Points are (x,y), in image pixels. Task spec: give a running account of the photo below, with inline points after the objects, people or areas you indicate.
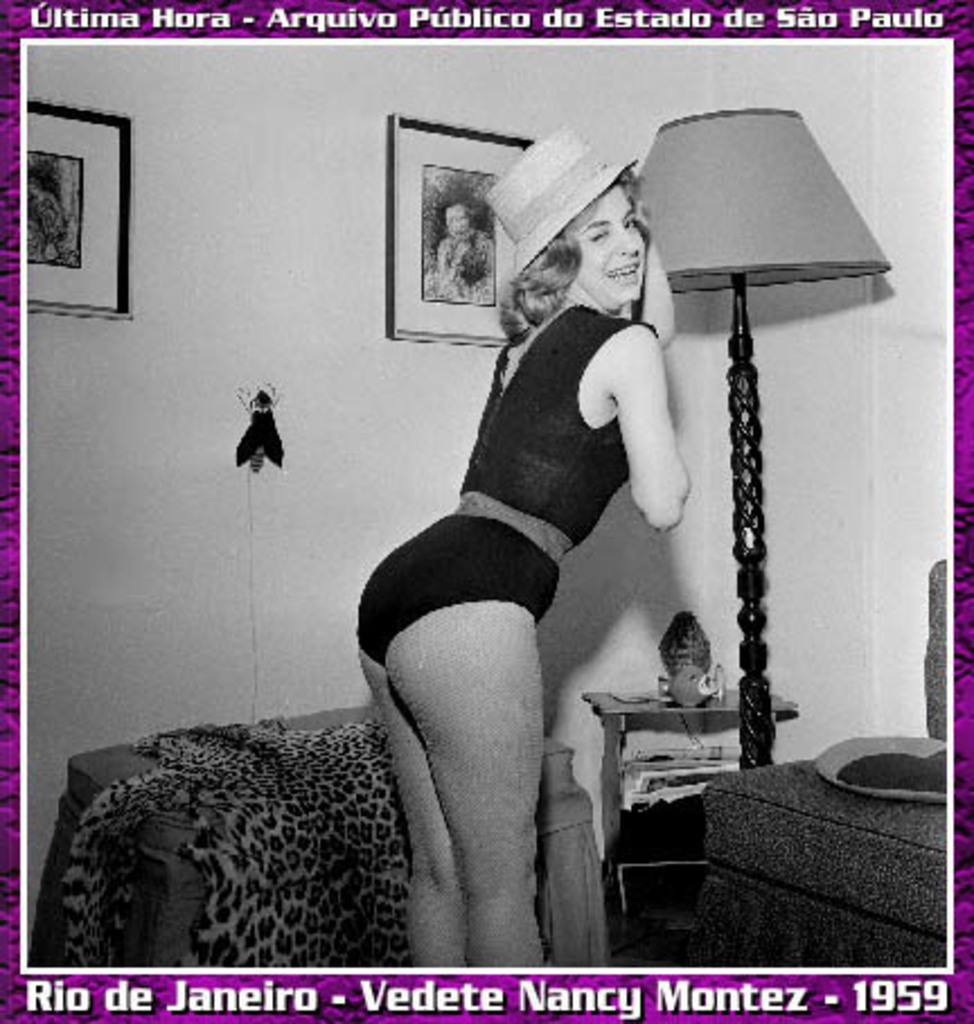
In this image I can see a woman (486,487) standing and wearing black color dress (495,402). Back I can see a lamp (725,121) and some objects (671,658) on the table (668,704). In front (831,822) I can see couch (823,778) and pillows (881,750). The frame (451,207) is attached to the wall (211,267). The image is in black and white.
